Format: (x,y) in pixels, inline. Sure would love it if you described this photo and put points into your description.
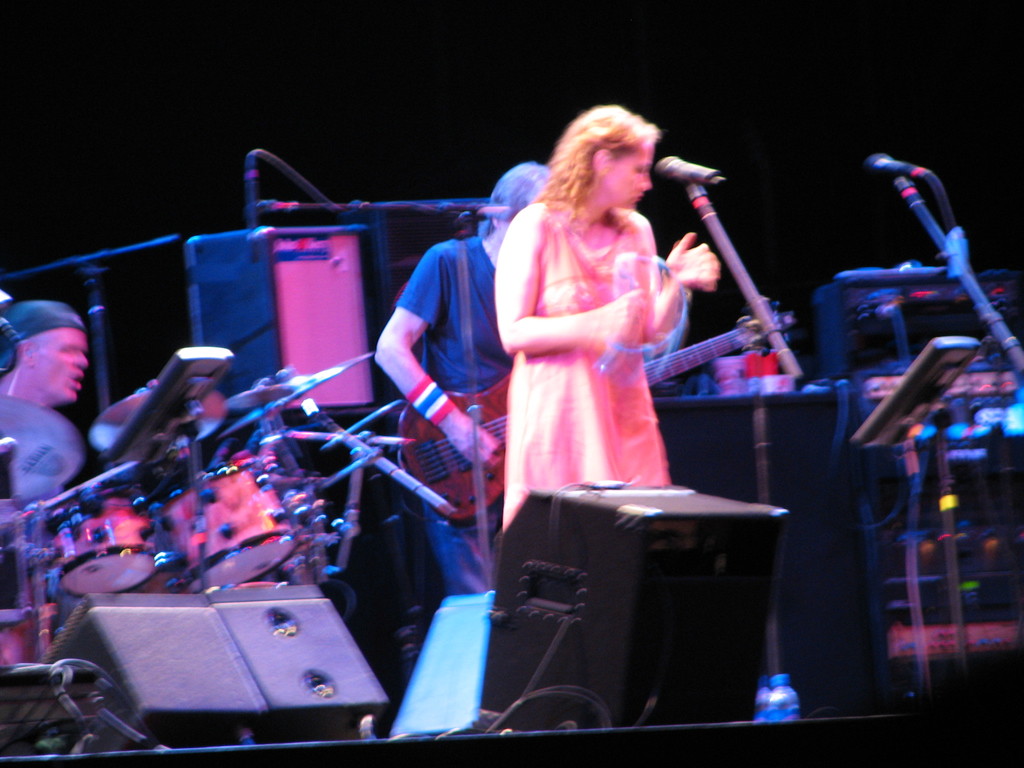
In this image we can see three persons (588,326) playing musical instruments (398,446), there are mics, black color objects (744,582) and an object (675,594) looks like a speaker (353,640) and a dark background (836,229).
